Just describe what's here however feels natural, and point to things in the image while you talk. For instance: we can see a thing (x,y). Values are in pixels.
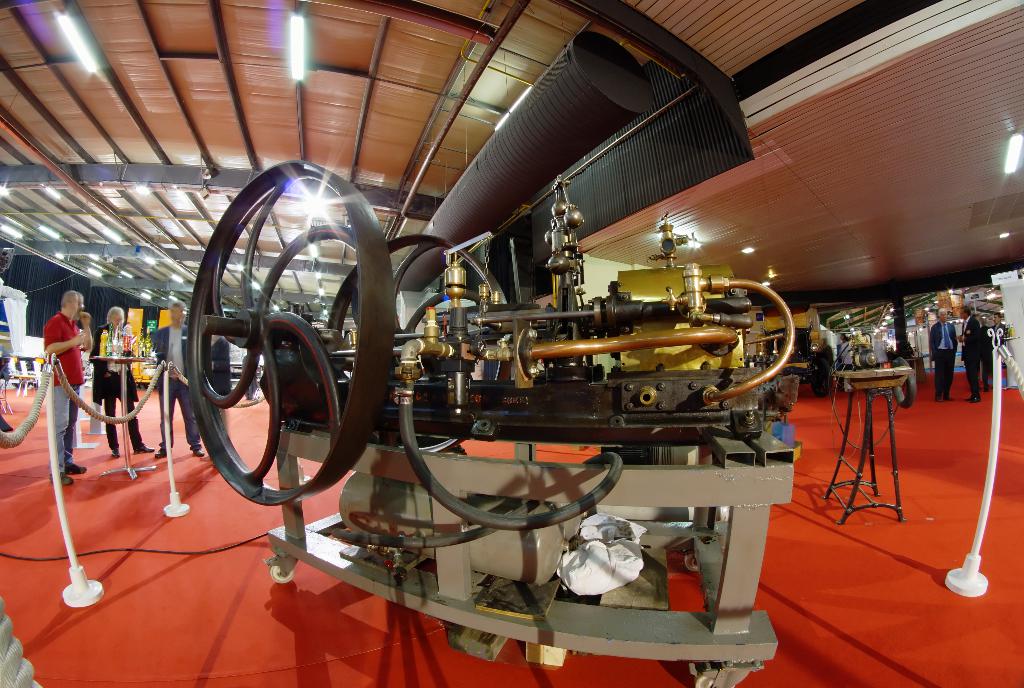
In this image I can see the machine (502,390). On both sides of the machine (551,384) I can see the ropes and the poles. To the right (871,405) I can see the stool (879,392). To the left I can see the bottles (113,354) and few objects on the stand (120,368). In the background (107,366) I can see the group of people (101,390) and there are lights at the top (300,52).
